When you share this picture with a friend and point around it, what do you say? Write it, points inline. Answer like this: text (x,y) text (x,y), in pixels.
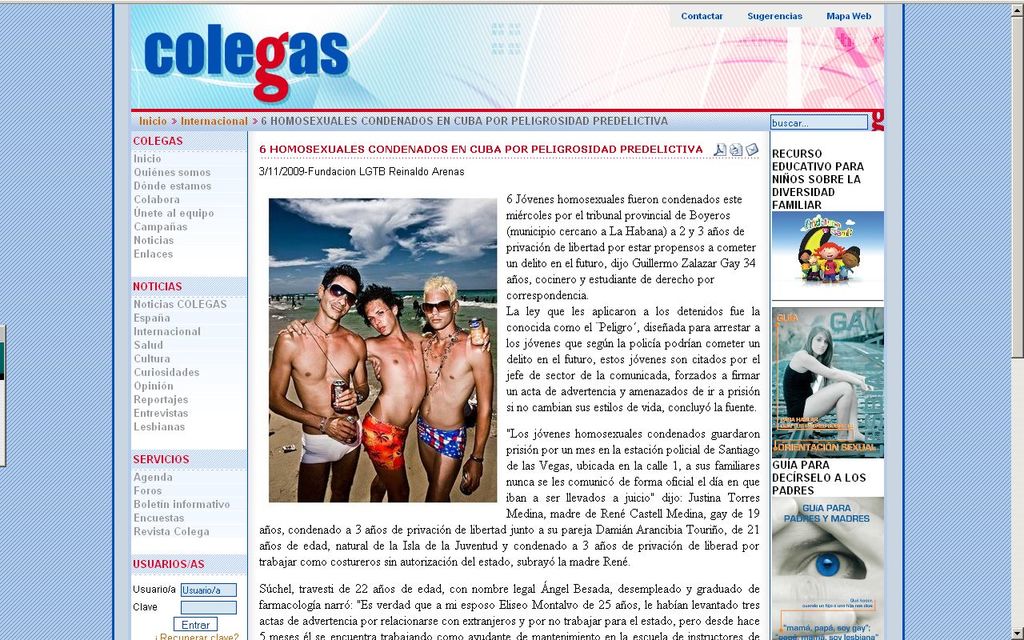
In this picture we can see screen (701,313), in this screen (701,314) we can see people (830,367) and some information (407,538).
